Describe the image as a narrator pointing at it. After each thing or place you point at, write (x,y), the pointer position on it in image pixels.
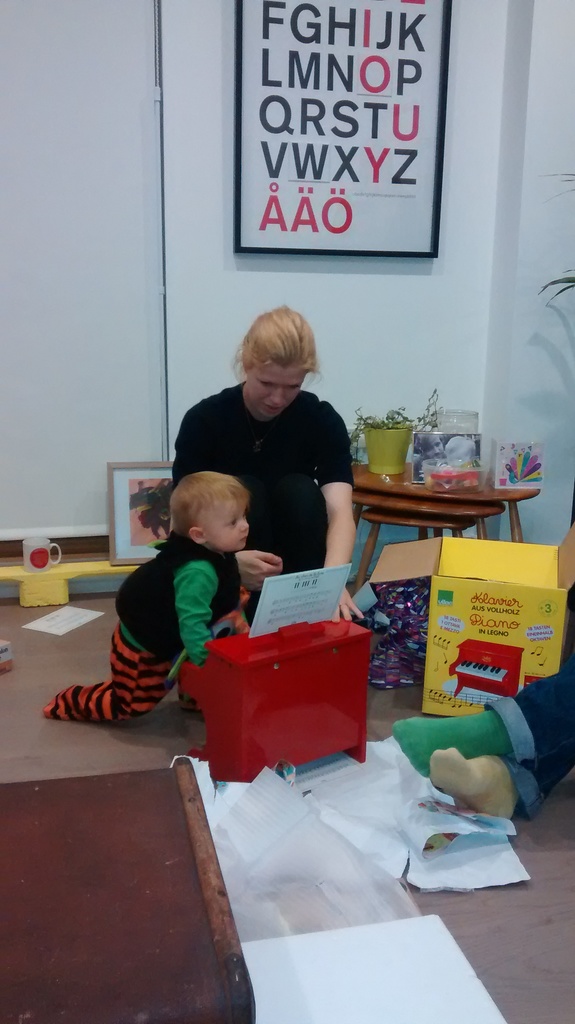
In this image we can see a group of people (289,486). In the center of the image (327,614) we can see a board (304,583) with some text (306,605) is placed on the toy piano (309,669). To the right side of the image (483,596) we can see a box (515,643) placed on the ground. In the foreground (313,770) we can see some papers (380,847). In the background (529,451), we can see photo frames (356,167), a plant (387,423) in a pot (387,431) and card (523,468) placed on the table (421,506), a cup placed on a bench (52,605).
